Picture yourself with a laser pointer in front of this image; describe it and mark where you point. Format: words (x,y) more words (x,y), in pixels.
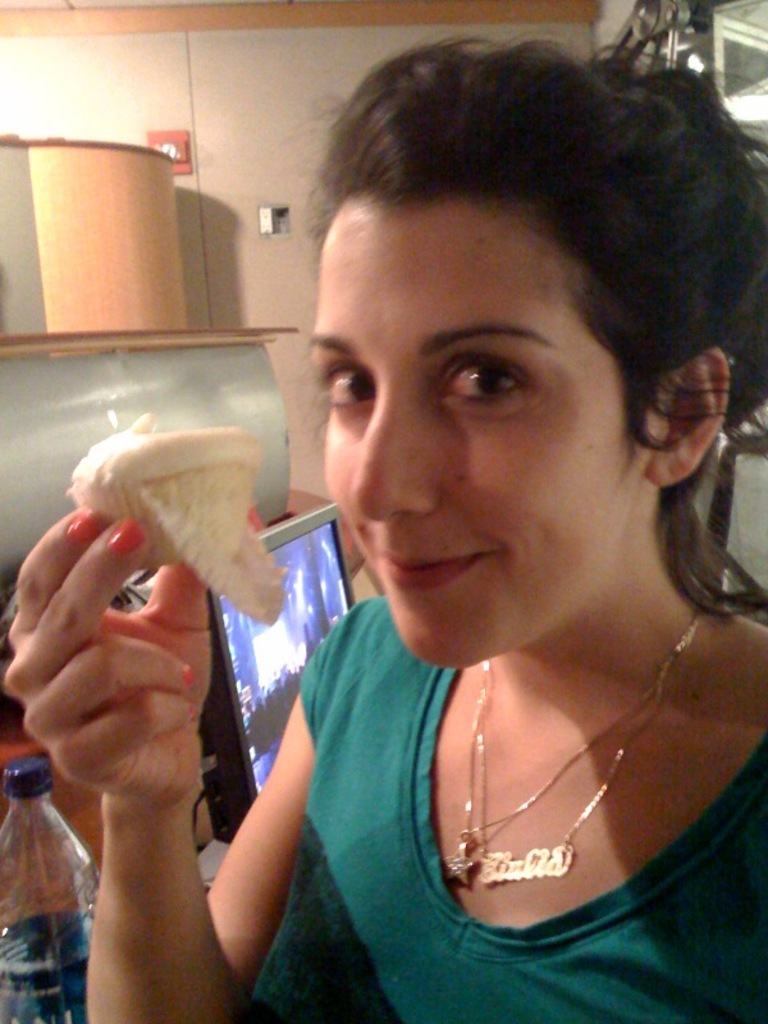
In this image I can see a woman (374,797) and I can see she is holding cupcake (168,527). I can see she is wearing necklace (464,841), green top (370,751) and I can see smile (384,567) on her face (424,621). In the background (211,594) I can see a monitor (219,660) and a water bottle (47,787).
